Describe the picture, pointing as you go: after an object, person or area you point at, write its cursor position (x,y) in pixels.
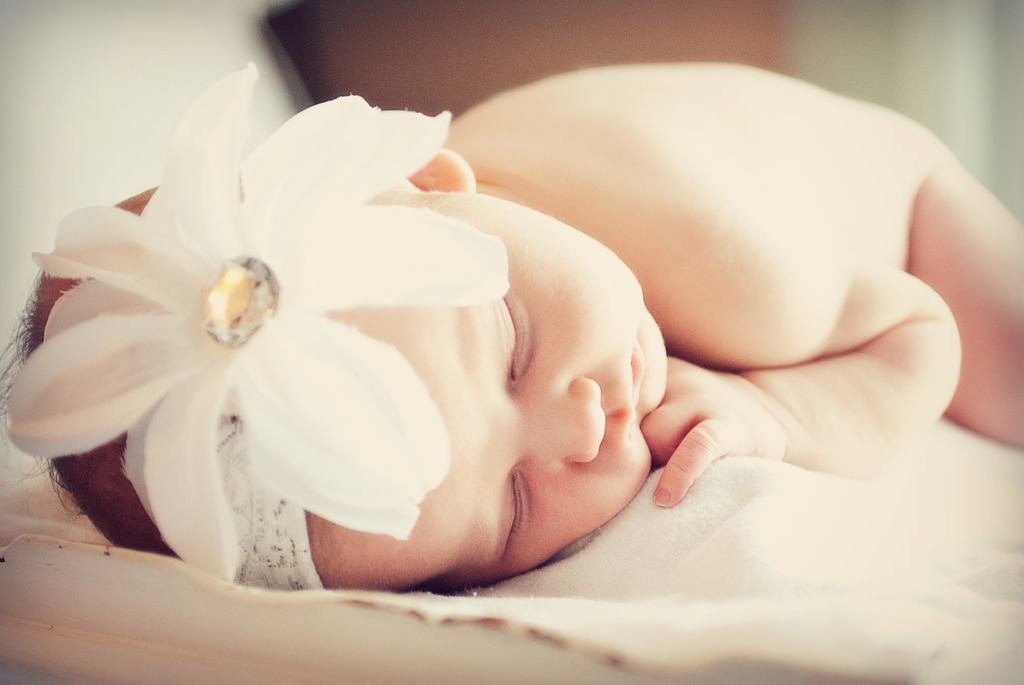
In this picture there is a baby (862,393) lying on a cloth (707,512) and white headband (204,455). In the background of the image (219,23) it is blurry.
